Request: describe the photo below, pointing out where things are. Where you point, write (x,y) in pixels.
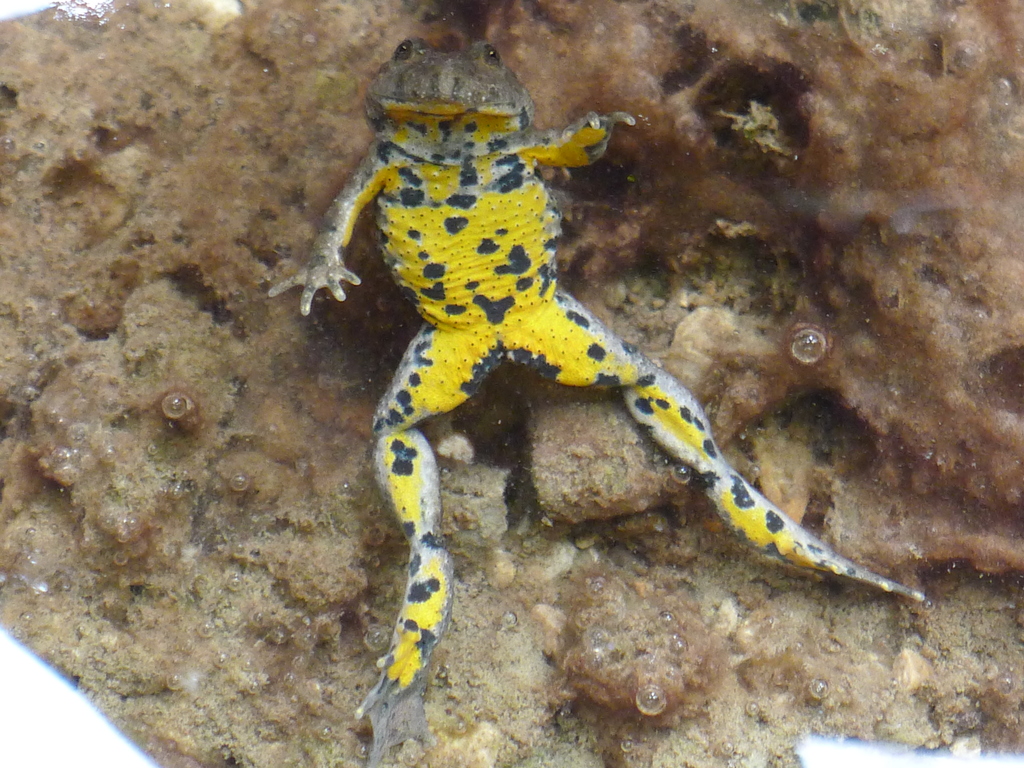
In this picture I can observe frog (380,444) in the middle of the picture (411,409). This frog (440,317) is in yellow and black color. In the background (229,219) I can observe land (543,480).
